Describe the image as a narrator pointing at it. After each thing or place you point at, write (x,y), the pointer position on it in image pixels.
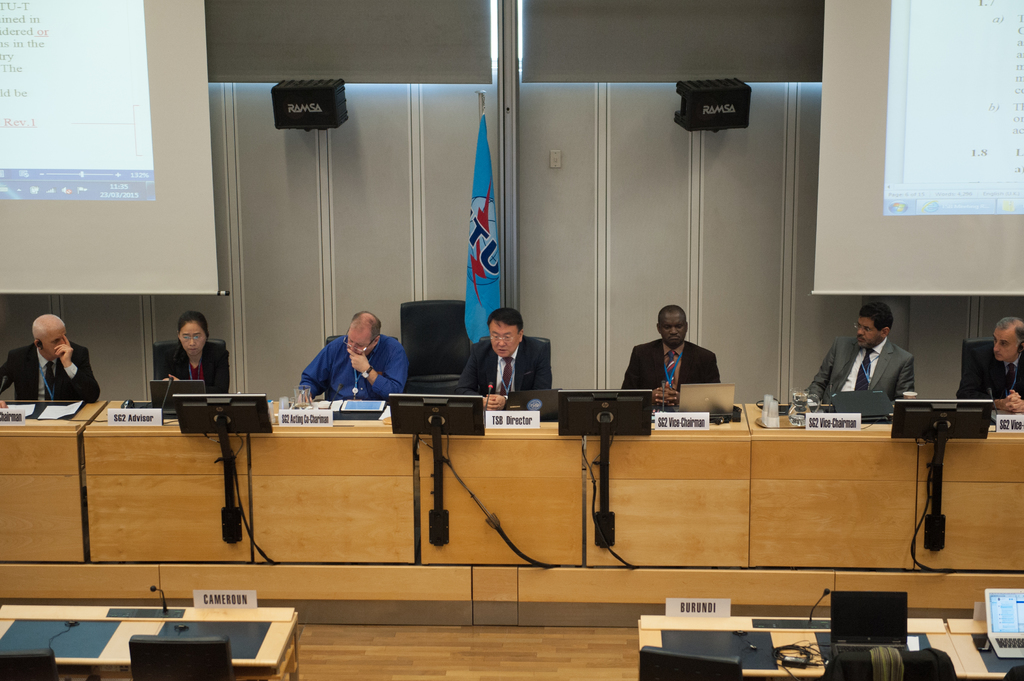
In this image, we can see people (43,355) sitting on the chairs (172,349) and are wearing coats (186,362) and id cards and some are wearing glasses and we can see monitors (209,428), boards (838,420), jars (806,410) and some objects (319,407) on the table (352,467). In the background (957,183), there are screens (943,183), boxes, lights (519,64), a flag (483,228) and we can see some other stands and chairs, boards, laptops (1002,611) and some other objects (251,634), at the bottom (843,621).
